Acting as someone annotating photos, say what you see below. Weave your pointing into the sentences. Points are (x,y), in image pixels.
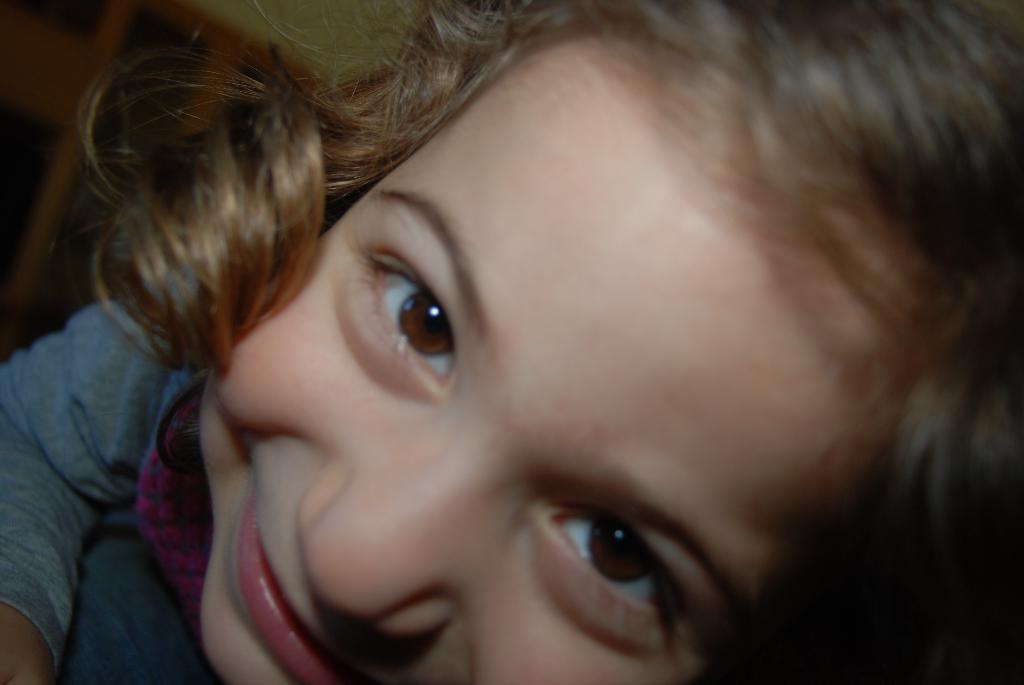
In the picture there is a girl (612,254) present.
